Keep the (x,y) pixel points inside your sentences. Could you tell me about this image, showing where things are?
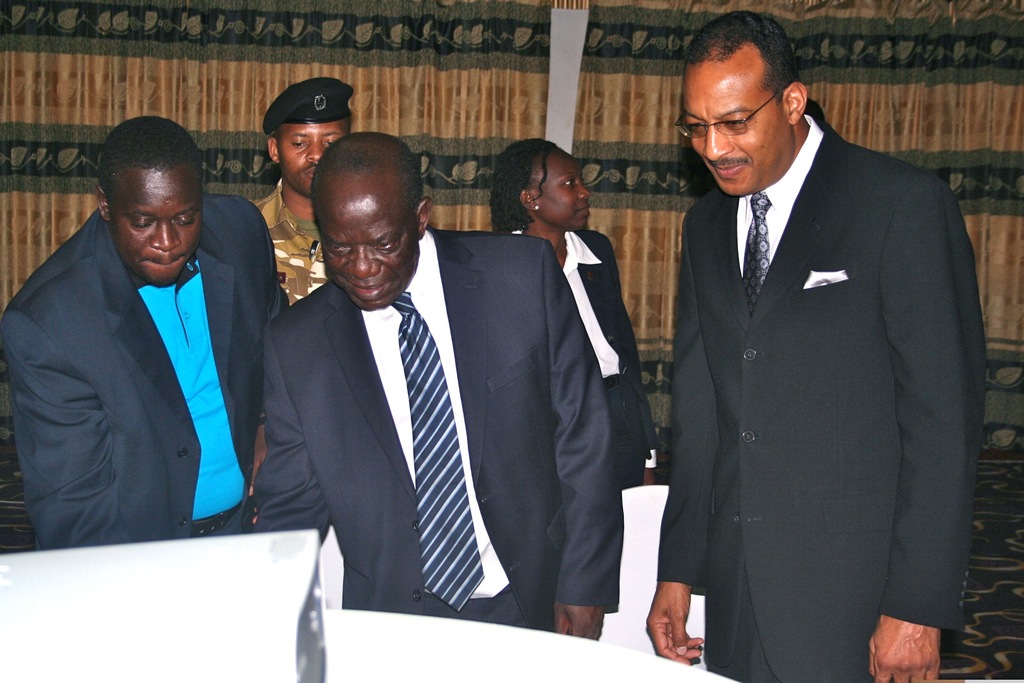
This picture shows few people (293,189) standing and we see a man (308,141) wore a cap (313,119) on his head (313,119) and we see most of the people (777,137) wore coats (75,454) and a man (731,137) wore spectacles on his face (736,109) and we see a curtain (628,118) on the back (898,101).
